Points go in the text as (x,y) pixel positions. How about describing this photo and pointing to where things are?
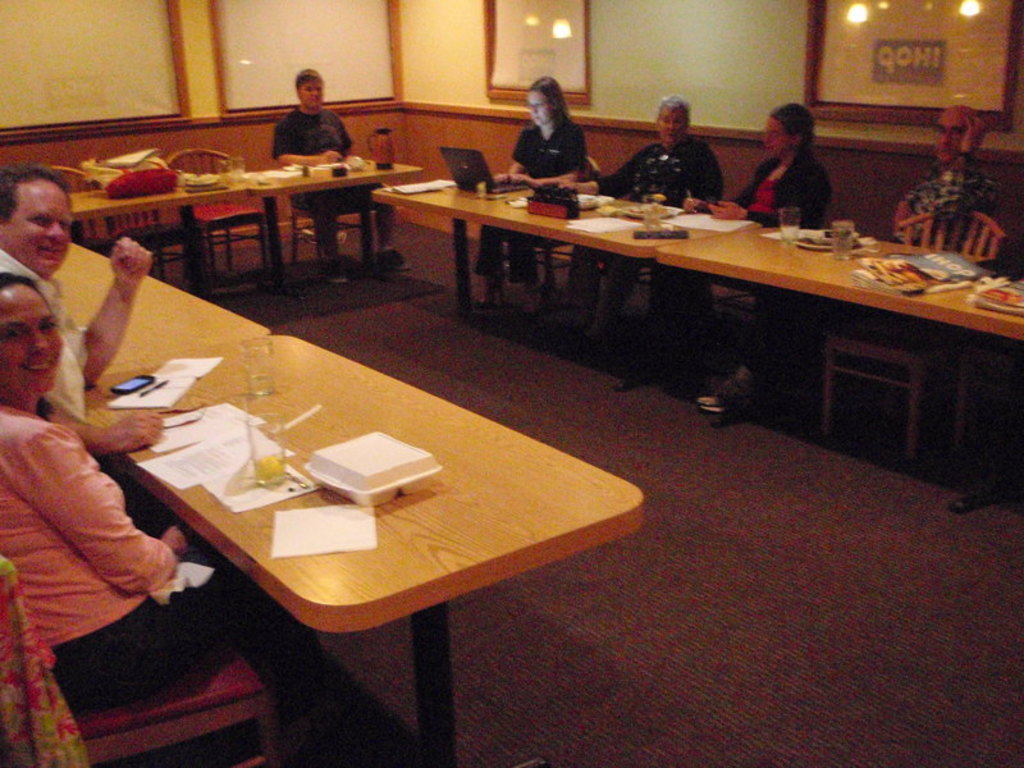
The picture is clicked inside a room (348,293) where there are people (763,207) sitting all around the table (250,187) with notebooks (289,544), water glasses (281,471) on top of it. In the background (968,22) we observe few photo frames (824,16) and white boards (275,22). To the left side of the image (45,443) who is dressed in pink is posing towards the picture. There is a guy (341,156) sitting alone in the corner (350,210).
